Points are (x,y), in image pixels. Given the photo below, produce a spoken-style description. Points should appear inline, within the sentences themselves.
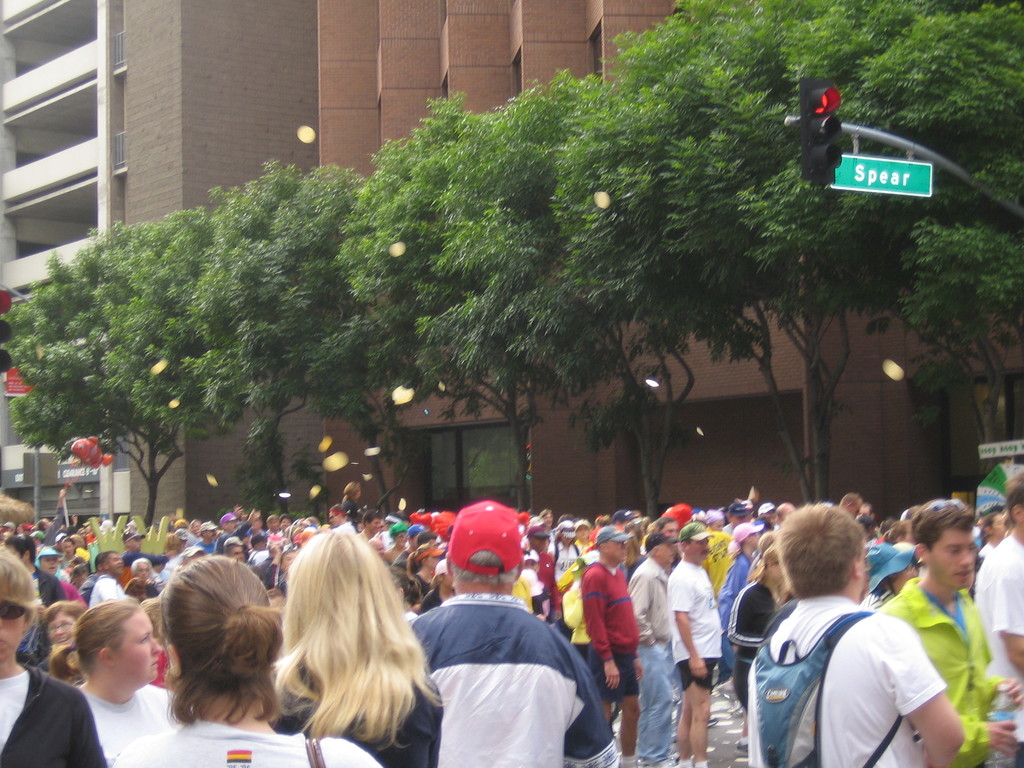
In the center of the image (458,434) there are trees (272,277) and buildings (159,163). On the right (812,134) there is a traffic pole (825,166). At the bottom (236,684) there are people (270,640) standing.
